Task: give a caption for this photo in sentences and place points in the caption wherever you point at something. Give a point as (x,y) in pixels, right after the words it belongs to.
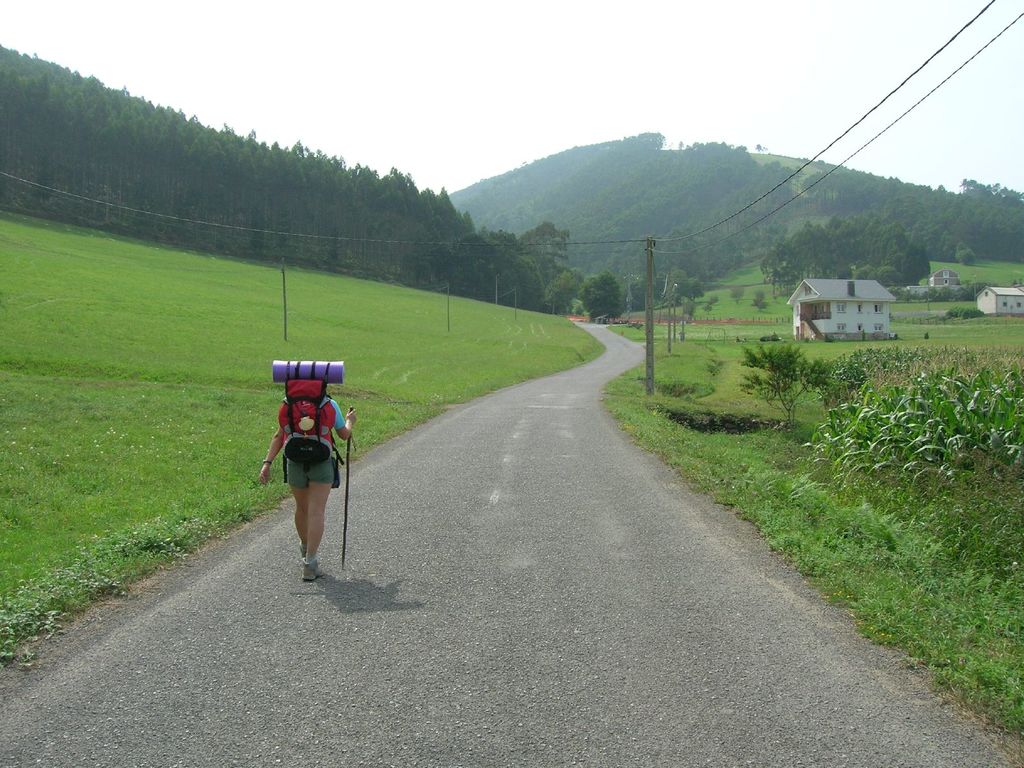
In this image I can see few mountains (602,204), trees (59,207), poles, wires (579,240), houses (854,331), windows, small plants (923,490) and the person (320,482) is walking and holding stick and wearing bags (309,417). The sky (560,144) is in white color.
